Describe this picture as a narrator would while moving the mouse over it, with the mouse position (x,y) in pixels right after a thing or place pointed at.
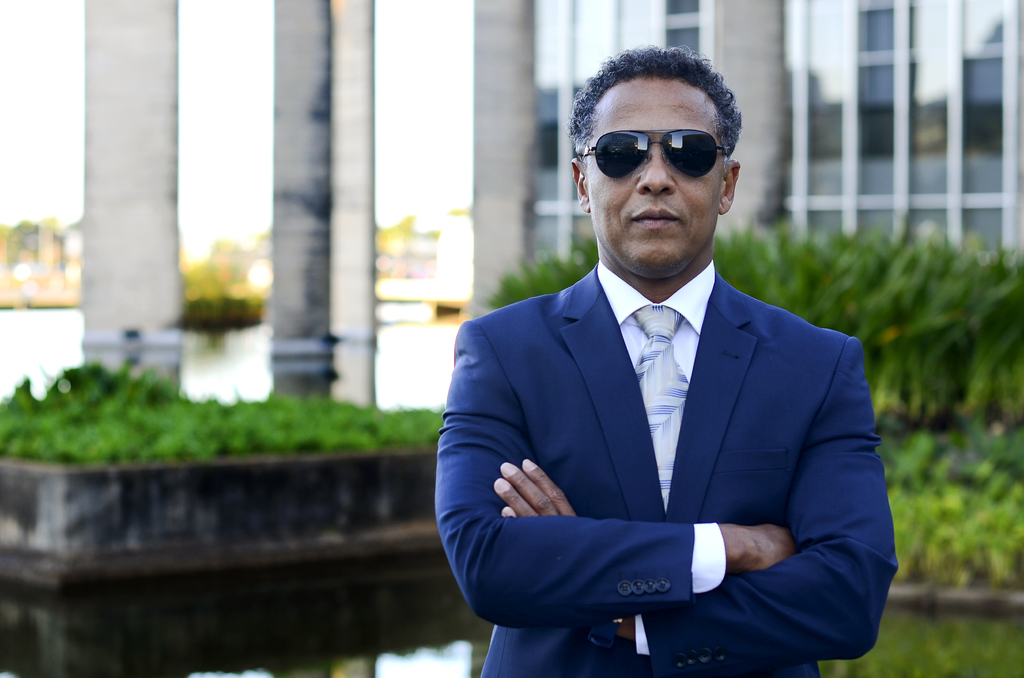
This picture is clicked outside. In the foreground (736,166) there is a man (675,143) wearing suit (693,479) and goggles (685,151) and standing on the ground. In the background (266,413) there is a building (884,15) and we can see the plants (297,425), pillars (336,180) and some other objects (271,484).
